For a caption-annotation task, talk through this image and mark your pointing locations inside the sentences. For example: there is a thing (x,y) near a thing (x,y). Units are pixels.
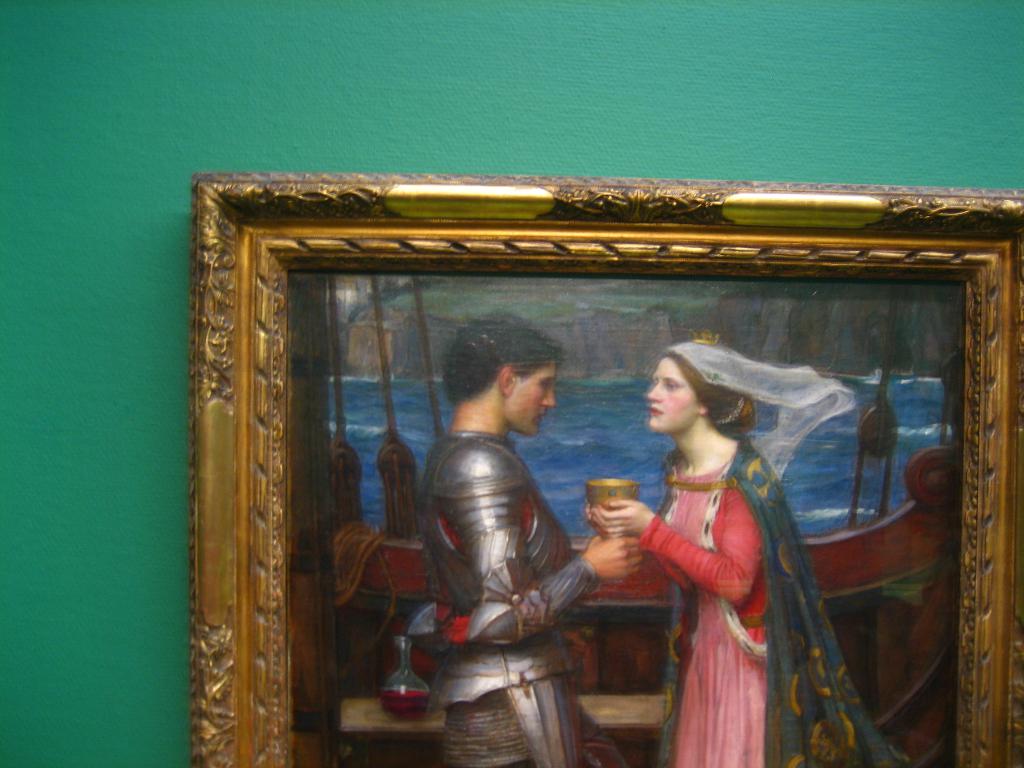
In this picture we can see frame (209,196) on the green wall (328,96), in this frame (695,579) there are people (790,616) and we can see glass object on the table (641,714) and water (646,468).
